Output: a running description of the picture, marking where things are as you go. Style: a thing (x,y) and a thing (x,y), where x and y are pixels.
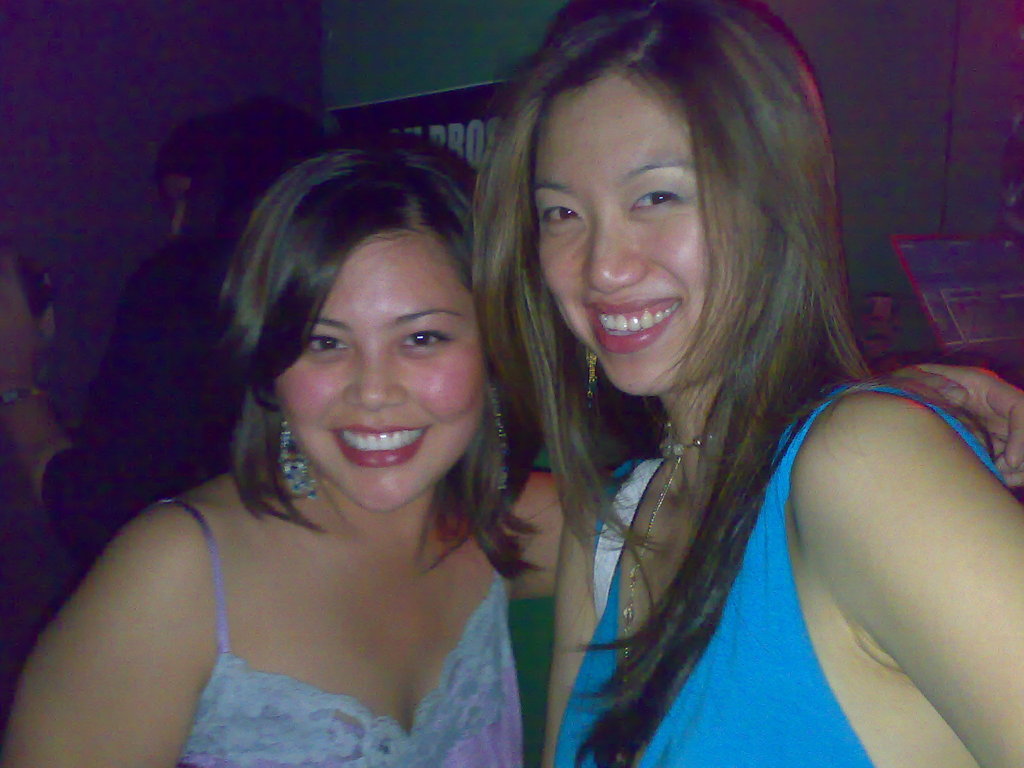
In this image we can see two women (663,482) smiling. In the background (223,266) we can see some persons (199,161). We can also see the wall (852,43), poster (499,101) and also an object (917,267) on the right (937,267).
